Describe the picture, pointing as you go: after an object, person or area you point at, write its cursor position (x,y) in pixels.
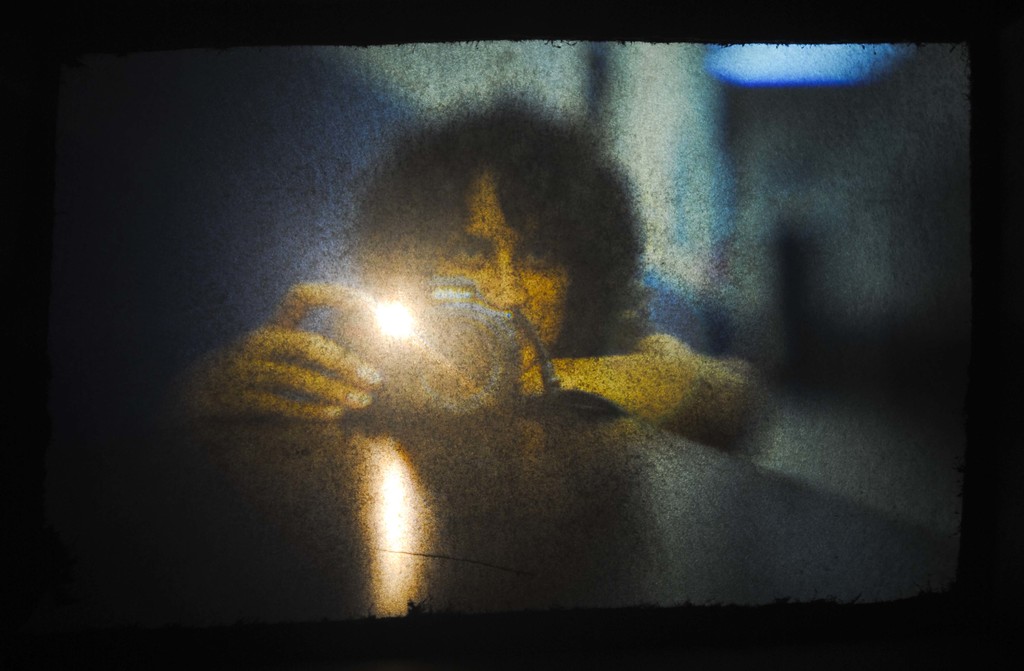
This image looks like an edited photo in which I can see a person (694,401) and lights (385,516) in screen (604,433).
